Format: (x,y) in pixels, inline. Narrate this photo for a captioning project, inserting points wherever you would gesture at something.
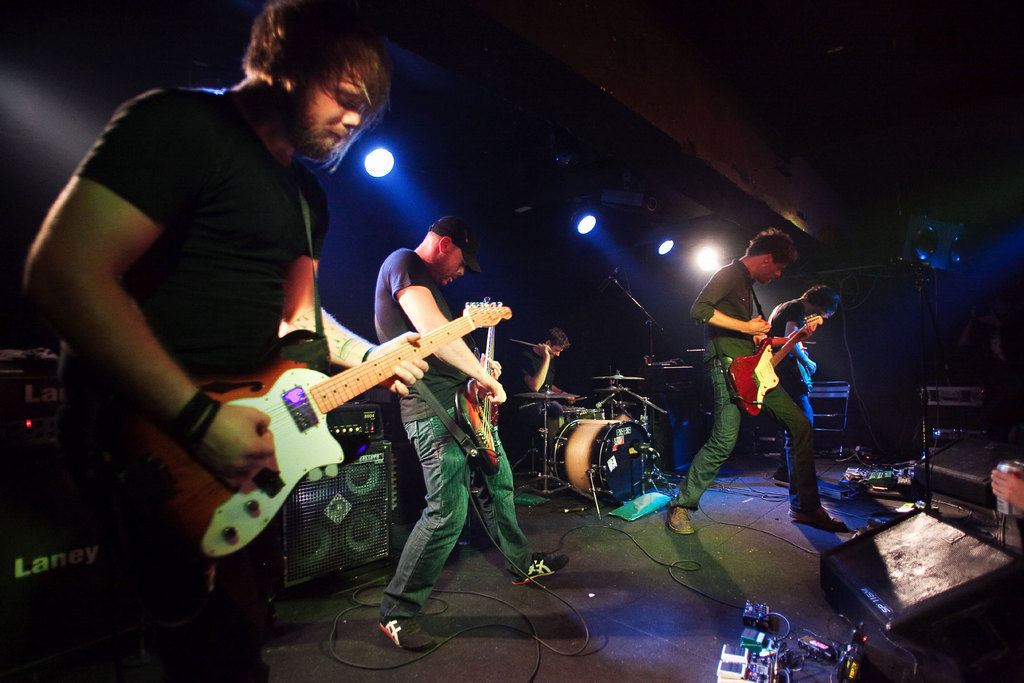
In this picture we can see four men (264,347) where they are holding guitars (758,380) in their hands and playing it and at back of them one person (543,376) sitting and playing drums (619,433) and beside to them we have devices (949,430), wires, speakers (371,492) and in background (438,150) we can see light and it is dark.
